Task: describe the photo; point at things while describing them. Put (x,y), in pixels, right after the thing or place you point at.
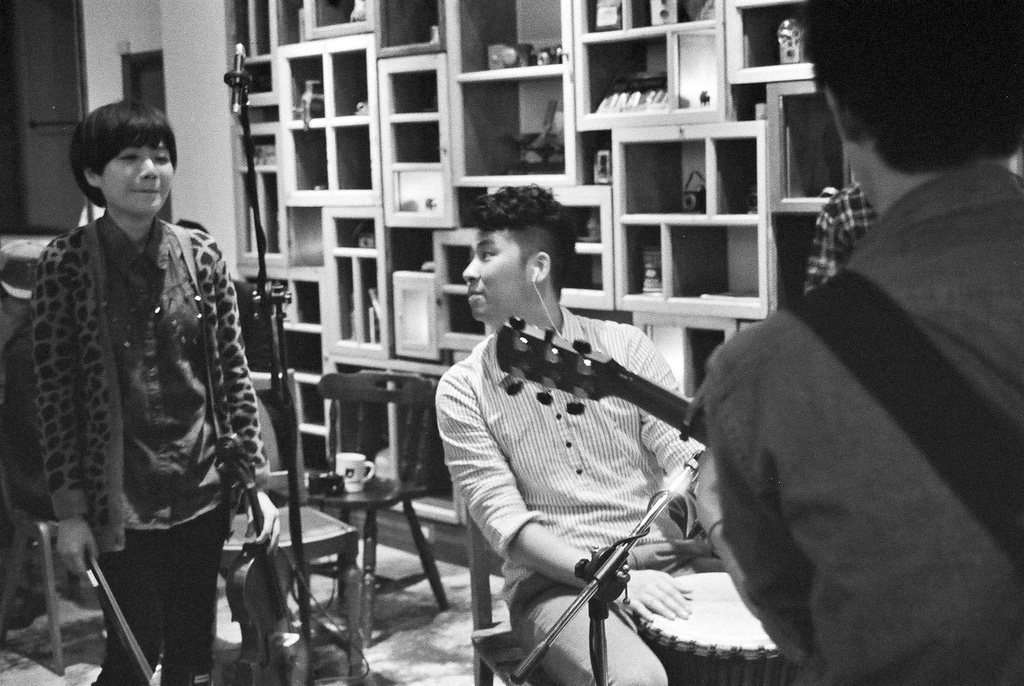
In this image, we can see a person (168,381) wearing clothes (109,387) and standing beside the mic (293,472). This person (188,456) is holding a violin (264,582) and stick (97,579) with her hands (75,538). There is a person (527,527) at the bottom of the image (539,552) sitting on the chair (484,630) and playing drums (696,592) in front of the mic (658,498). There is an another person (765,358) on the right side of the image (925,364) wearing a guitar (657,406). There are chairs (410,380) and cupboards (312,196) in the middle of the image (650,258).
